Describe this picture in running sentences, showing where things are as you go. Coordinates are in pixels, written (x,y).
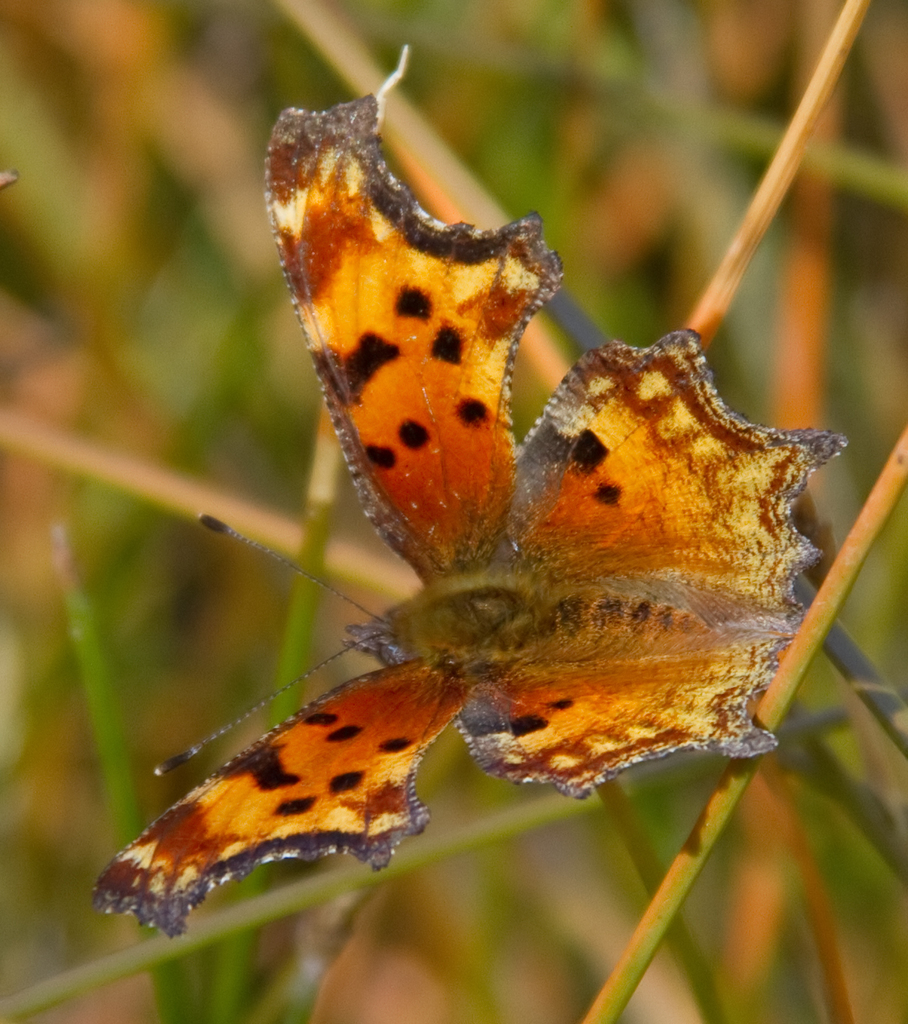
In this image we can see a butterfly (409,630) on the grass (463,788).
